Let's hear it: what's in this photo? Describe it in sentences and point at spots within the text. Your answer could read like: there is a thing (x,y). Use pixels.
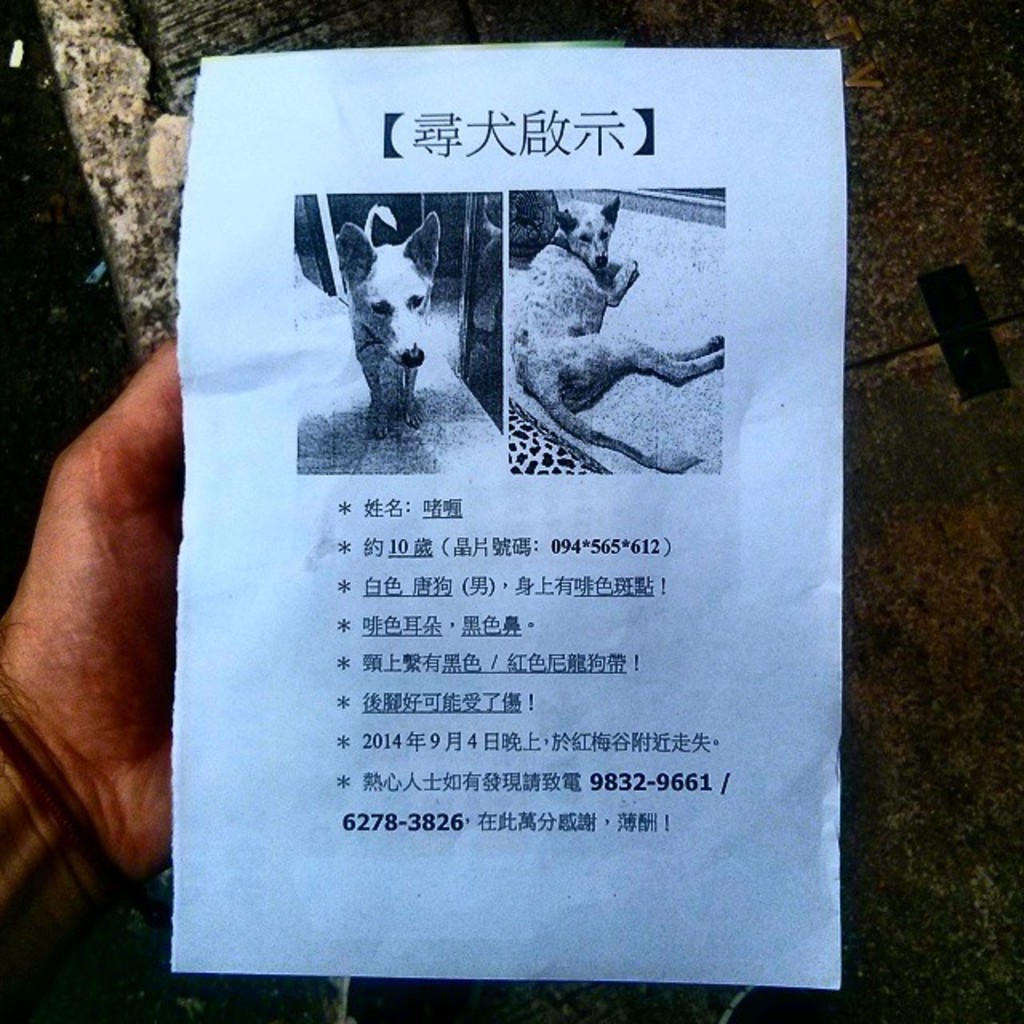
In this image I can see the person (76,695) holding the paper (287,636). In the paper (513,622) I can see the collage image (442,379) of dog (543,386) and the text (460,555). And this is a black and white paper (341,312). In the back (394,32) I can see the rock (180,103).
